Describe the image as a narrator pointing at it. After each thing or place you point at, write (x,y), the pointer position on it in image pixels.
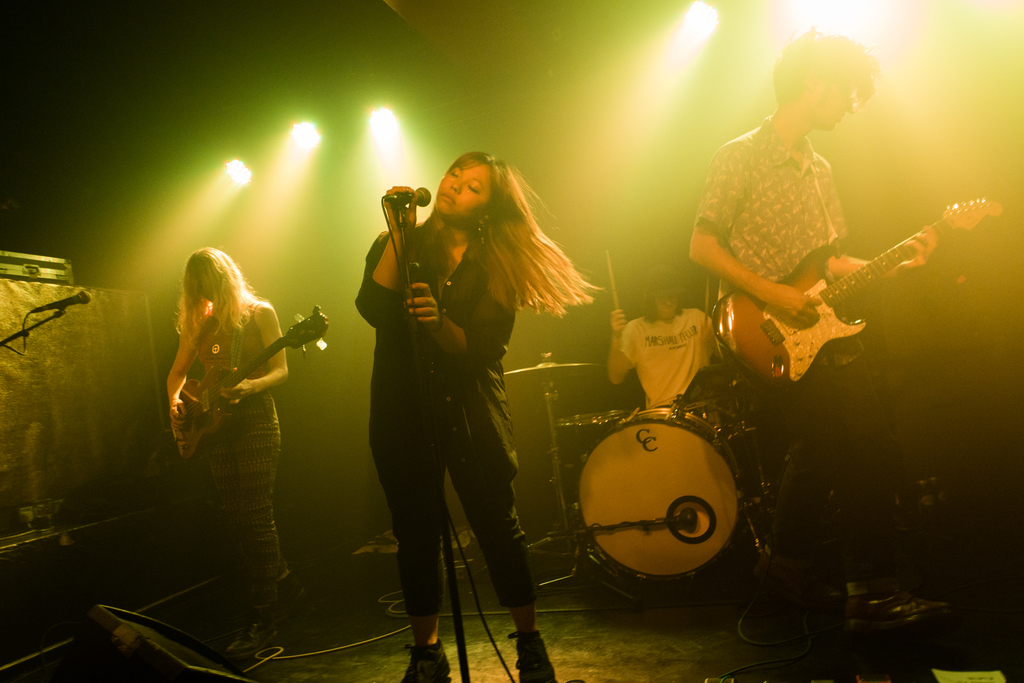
There is a woman (506,440) holding microphone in her hand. There is a man (842,462) standing at the right corner (718,228). He is holding a guitar (770,371) in his hands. There is a woman (263,498) standing at the left corner (230,440). She is also a guitar (276,343) in her hand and in the background (648,340) there is a man (686,338) who is playing drum (678,403) with drumsticks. In the background (234,180) there is a lighting arrangement (391,121).
